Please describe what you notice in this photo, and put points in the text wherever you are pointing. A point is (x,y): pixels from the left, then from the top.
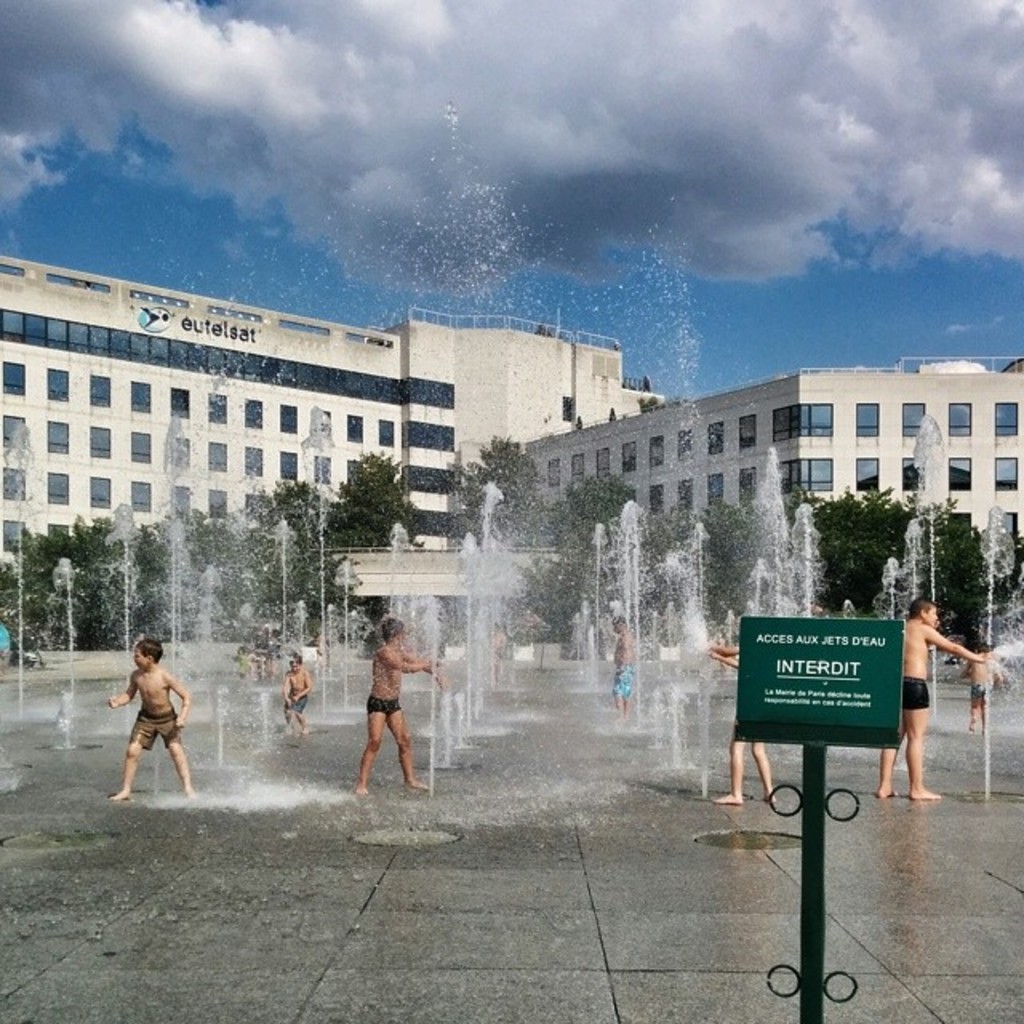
In this image I can see few buildings (878,376), windows (868,428), trees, board (888,707), pole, few people (295,713) and the water (593,645). The sky (601,311) is in blue and white color.
